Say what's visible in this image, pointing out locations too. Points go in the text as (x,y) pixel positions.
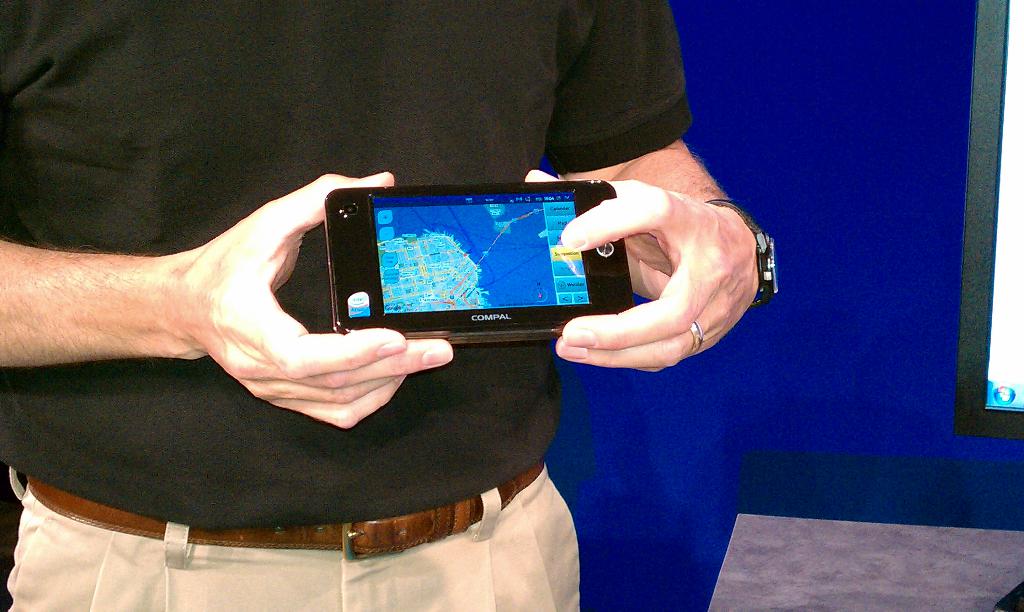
In the foreground (488,218) I can see a person (517,469) is holding a mobile (493,317) in hand (584,336) is standing on the floor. In the background (762,510) I can see a wall (894,430). This image is taken in a hall (677,532).
